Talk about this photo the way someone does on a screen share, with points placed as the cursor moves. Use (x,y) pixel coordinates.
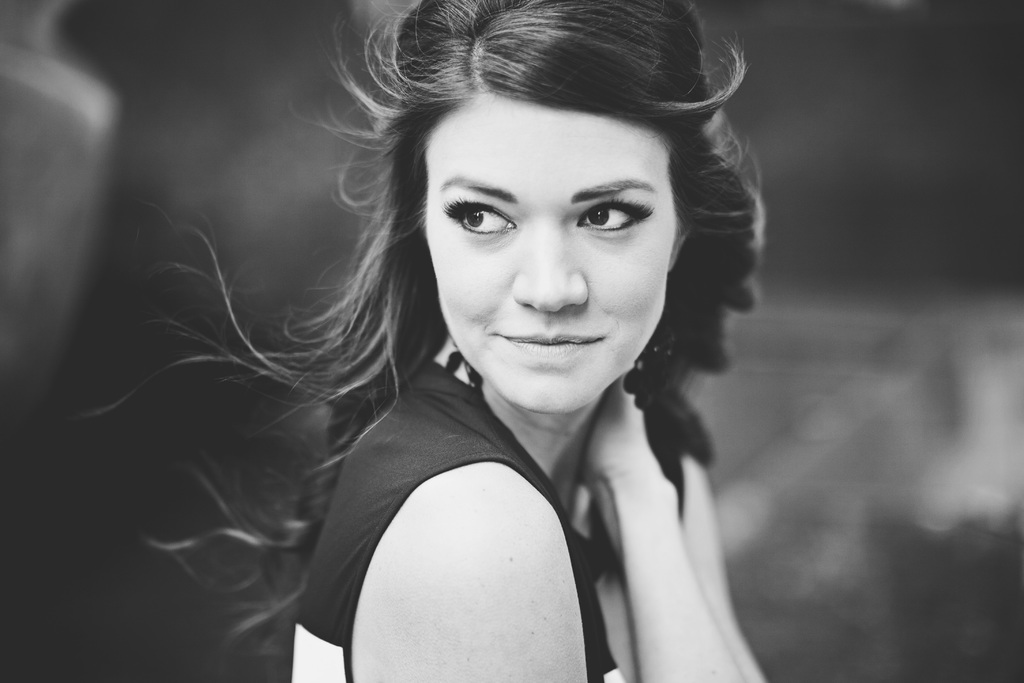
In this picture there is a woman (513,527). She is wearing t-shirt (397,494) and she is smiling. In the back (872,214) i can see the blur background (956,100).
